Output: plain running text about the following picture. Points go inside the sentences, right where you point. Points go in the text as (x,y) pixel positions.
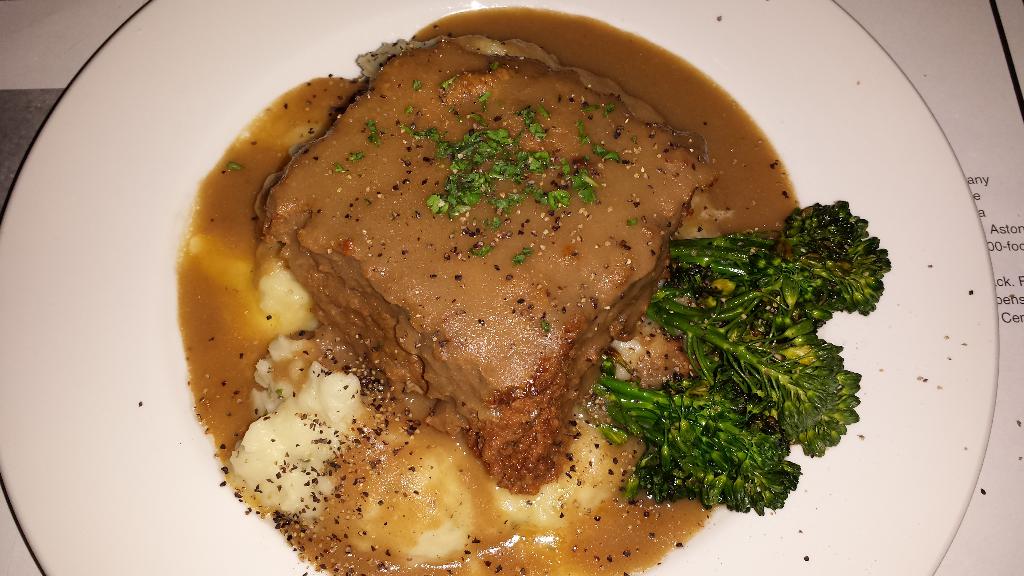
In the picture we can see some food item (353,234) which is placed in white color plate (89,376).
